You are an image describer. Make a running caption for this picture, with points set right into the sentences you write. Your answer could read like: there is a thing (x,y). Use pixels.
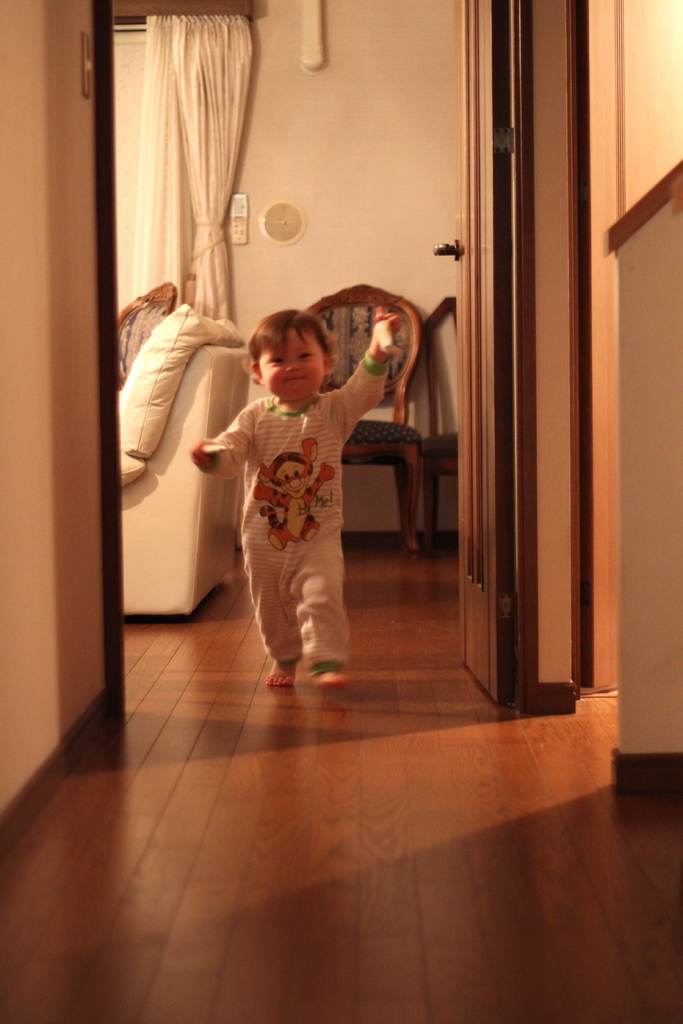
In this image, we can see a kid (348,407) holding some objects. We can see the ground (248,895) and the wall (592,463) with some objects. We can also see a chair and a pillow (202,330) on a white colored object (196,356). We can see some curtains (227,181).
